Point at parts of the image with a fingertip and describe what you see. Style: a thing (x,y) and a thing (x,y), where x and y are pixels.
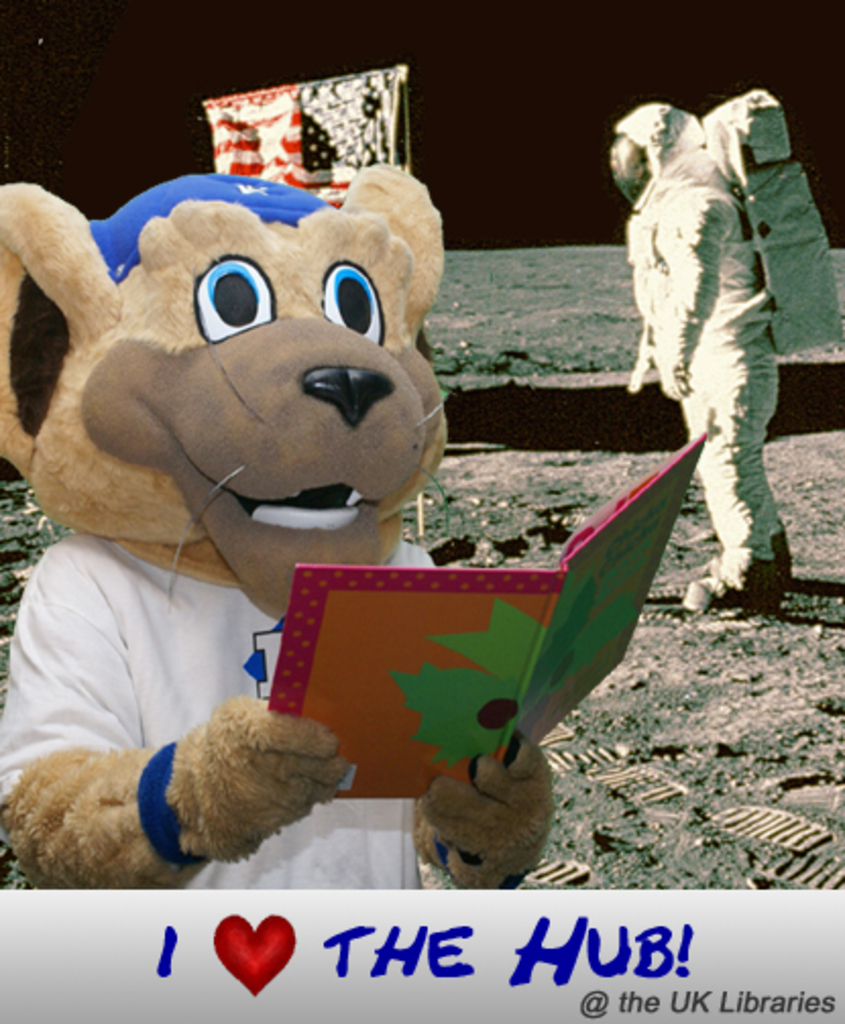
In this image we can see a person (143,537) wearing stuffed animal costume (243,476) and holding a book (458,743) in his hands (290,752). Here we can see a person (756,267) wearing space suit (675,306), we can see shoe prints (789,834) and the flag (390,152) here. The background of the image (71,155) is dark. Here we can see some edited text (473,944).
